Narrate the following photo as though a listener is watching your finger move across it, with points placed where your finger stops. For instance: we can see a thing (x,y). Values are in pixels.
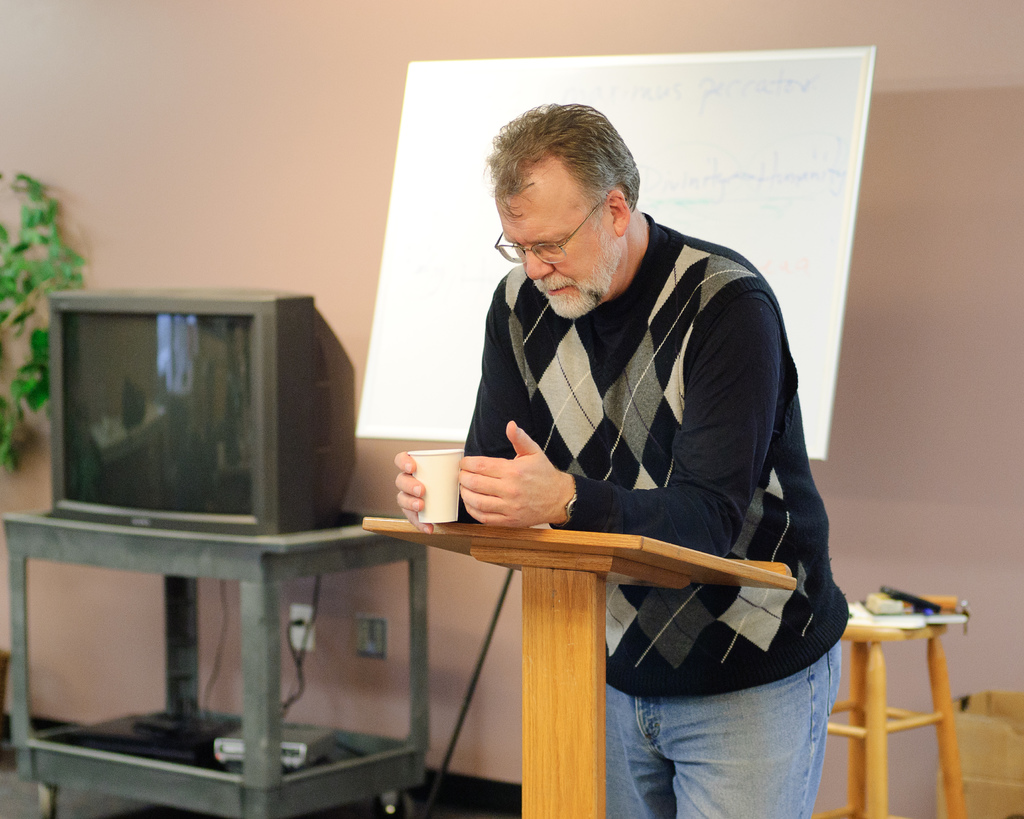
In this image we can see a person (699,439) standing and holding cup (452,469). And we can see there are tables (262,727), on the table (278,770), we can see few objects (900,617) and a T. V (192,530). There is a device (302,743), wire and a few objects (164,713). We can see a board (426,215) and plant (28,382) near the wall (514,657).
